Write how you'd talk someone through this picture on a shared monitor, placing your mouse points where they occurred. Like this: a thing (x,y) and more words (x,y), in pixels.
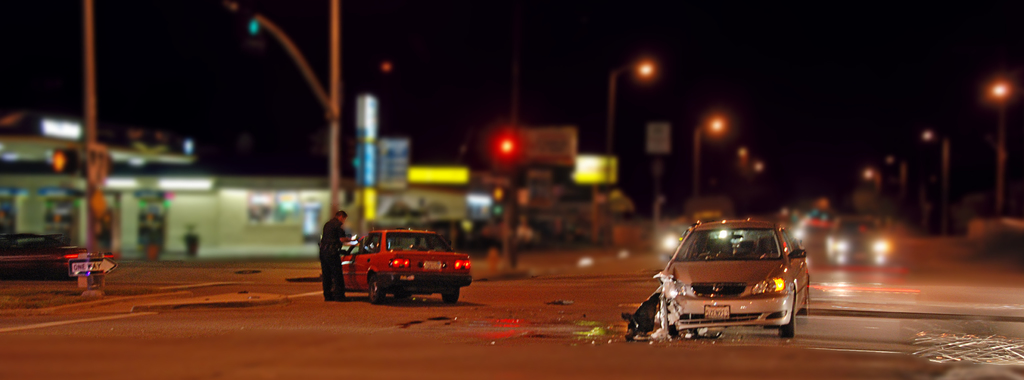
In this picture I can see vehicles (664,278) on the road (616,260). Here I can see a man (336,247) is standing beside a car (351,252). In the background (449,139) I can see street lights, buildings (185,209) and the sky (322,135). On the left side (79,266) I can see a sign board (89,275).
